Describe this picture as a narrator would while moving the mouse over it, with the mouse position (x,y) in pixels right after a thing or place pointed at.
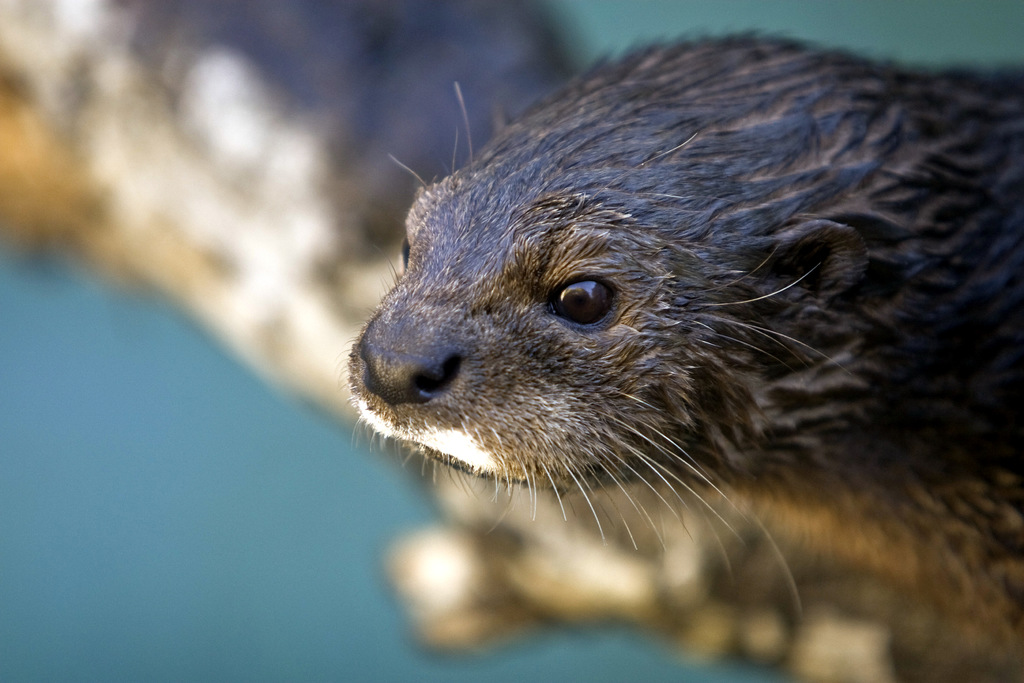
This is the zoom-in picture of face (802,308) of an animal (906,338) which is in black color.
